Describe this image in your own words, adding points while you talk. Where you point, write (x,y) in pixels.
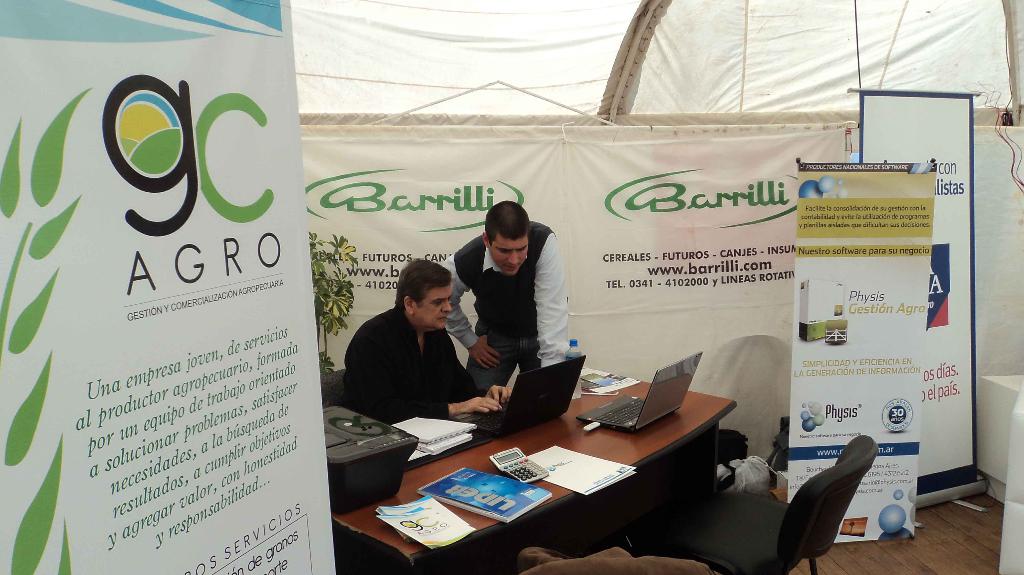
In this picture we can see laptops (674,400), calculator (512,450), books (524,502), bottle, pen drive (586,428) and a device (405,464) on a wooden table (440,554). There is a person (383,394) sitting on a chair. We can see a man (506,349) standing on the floor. There are a few posters (906,136) and some objects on the floor (984,564).
